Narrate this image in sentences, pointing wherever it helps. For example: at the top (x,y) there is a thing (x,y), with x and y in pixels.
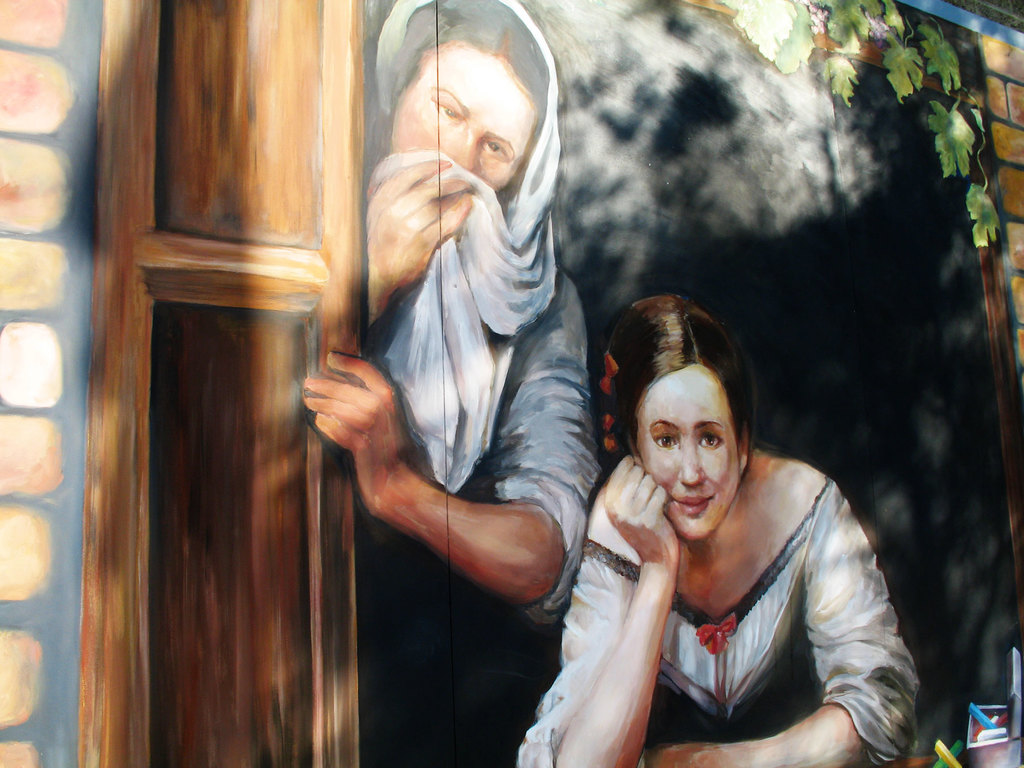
In this picture there is a painting (471,603), on the wall (585,403). In the painting (502,350) there are two women (528,431), door (208,452), brick wall (1018,154) and plant (772,36).
